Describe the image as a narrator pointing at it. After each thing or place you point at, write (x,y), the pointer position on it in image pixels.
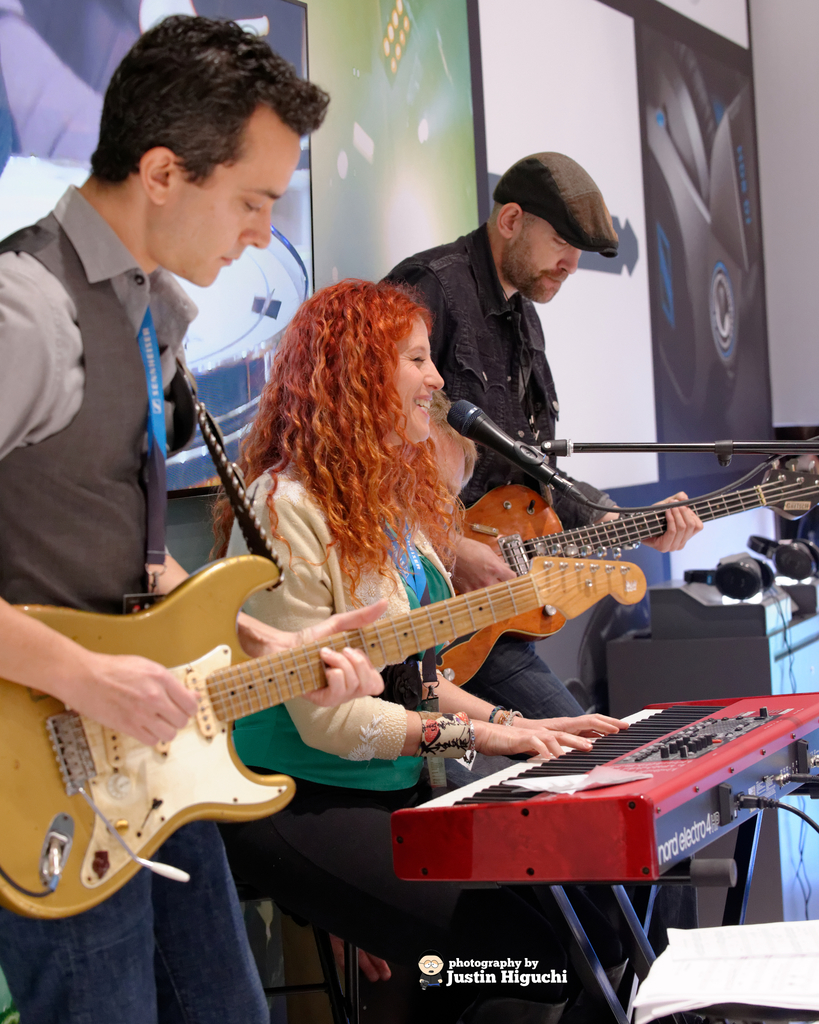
Here we can see 3 people (553,420), the first person (91,534) in the left (175,205) is standing and he is playing guitar (381,624) the second person (303,555) is playing a piano (641,733) and she has a microphone (477,420) in front of her that third person (533,325) is also playing a guitar (667,506).
